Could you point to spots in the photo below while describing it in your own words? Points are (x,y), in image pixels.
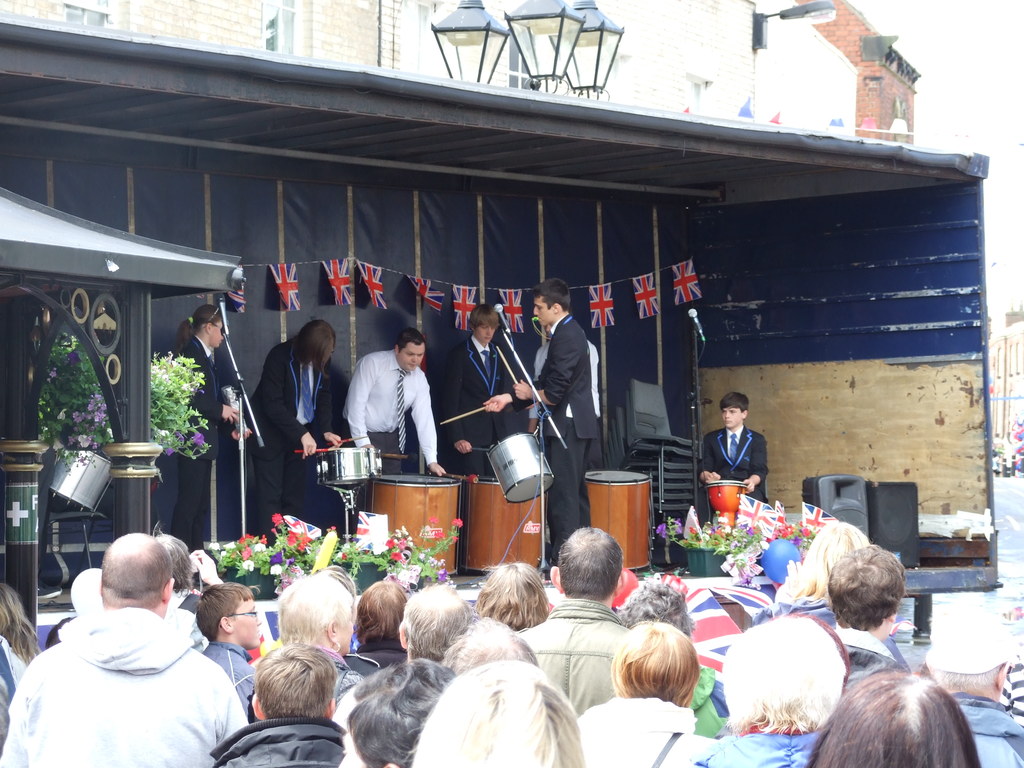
In this image, in the middle (569,342), we can see a group of people (266,376) are standing in front of the musical instrument (422,506). In the middle of the image (570,346), we can see a person (594,402) wearing a musical instrument (539,489) and holding two sticks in his hand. On the right side (748,432), we can also see a boy (757,452) sitting in front of the musical instrument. On the left side (92,500), we can see some musical instrument (79,482), pillar (144,341). In the background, we can also see some flags (646,306), street lights (528,56), building (779,39). At the bottom (677,597), we can see a group of people (620,721) and speakers (907,564).
